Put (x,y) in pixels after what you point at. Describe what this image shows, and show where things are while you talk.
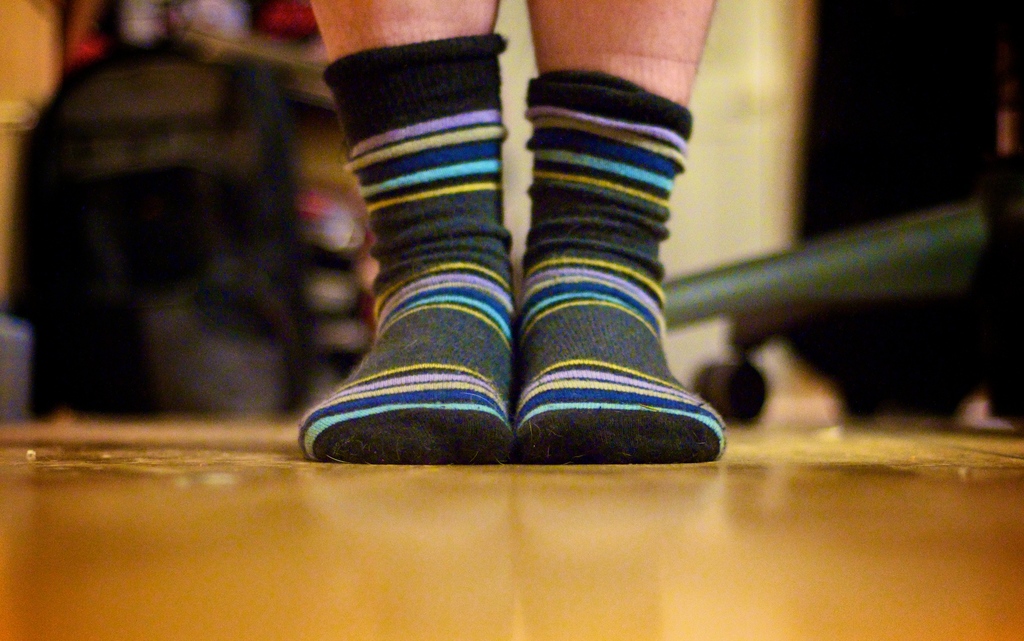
There is person (475,90), wearing socks (408,169) and standing on the floor (784,473). In the background (797,172), there are other objects (148,156).
